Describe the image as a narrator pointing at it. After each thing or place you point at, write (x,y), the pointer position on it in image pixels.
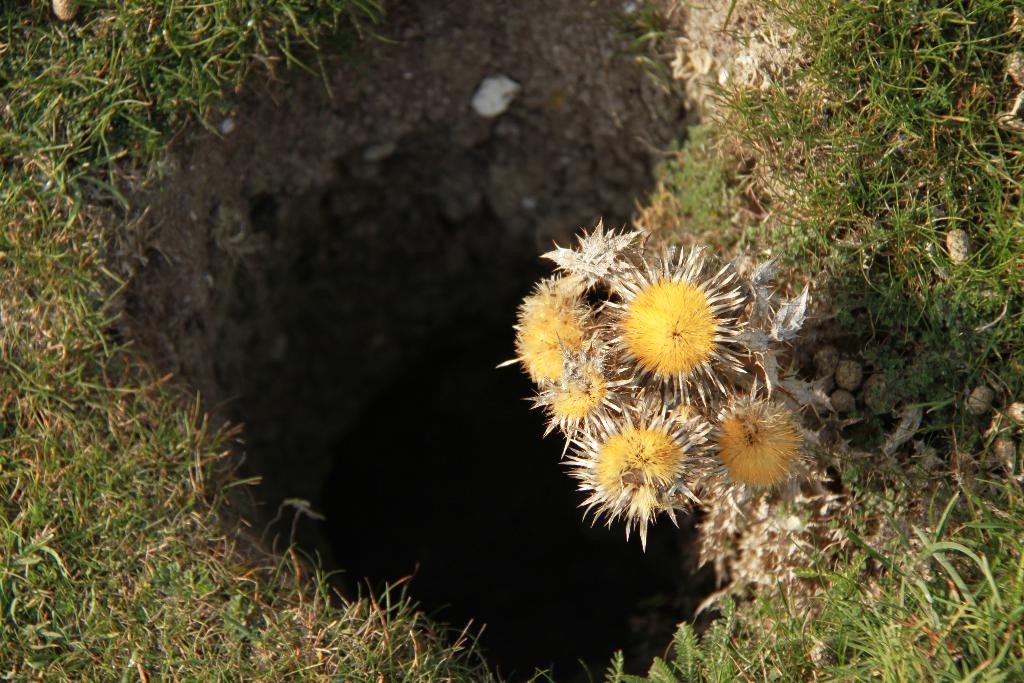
In this image we can see some flowers (561,397), stones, grass (953,573) and a burrow (572,487).
